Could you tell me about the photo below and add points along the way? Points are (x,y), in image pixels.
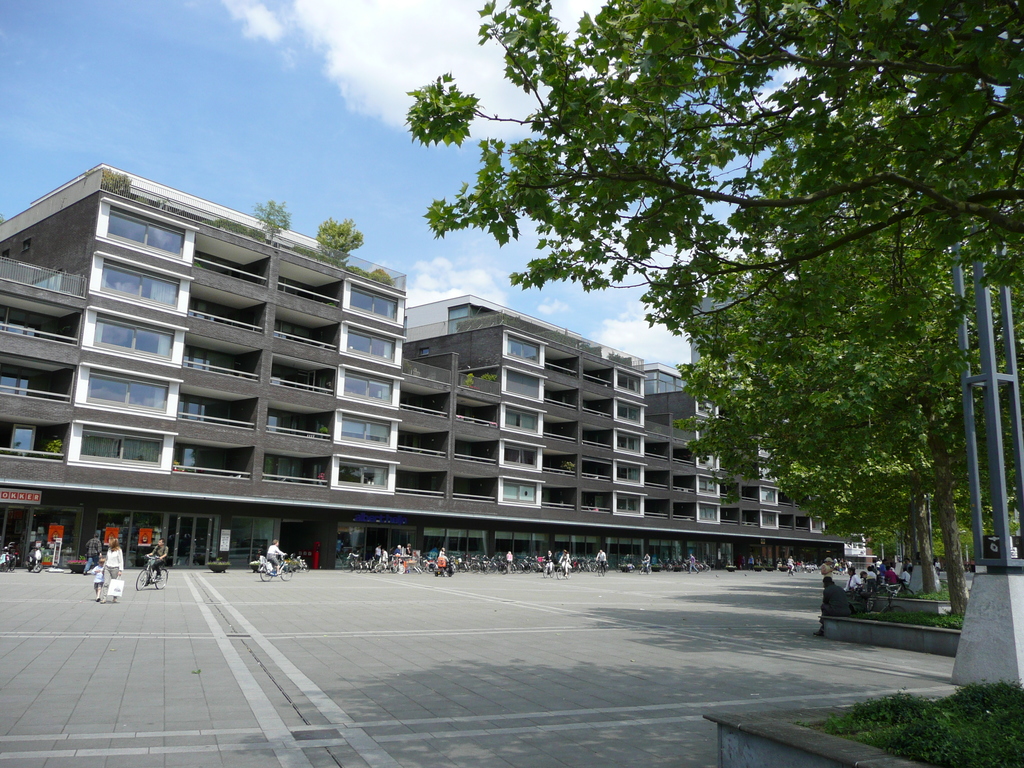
In this image few persons (164,564) are sitting on the bicycles (149,571) and riding on the road (546,635). There are few persons (895,579) sitting on the wall (860,620). Few persons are walking on the road (147,625). There are few vehicles (670,565). Behind there are few buildings (650,550). Top of it there are few plants (323,236). Right side (992,637) there is a pole (1018,476). Behind there are few trees (855,462). Top of image (219,102) there is sky (390,123) with some clouds (355,90).
